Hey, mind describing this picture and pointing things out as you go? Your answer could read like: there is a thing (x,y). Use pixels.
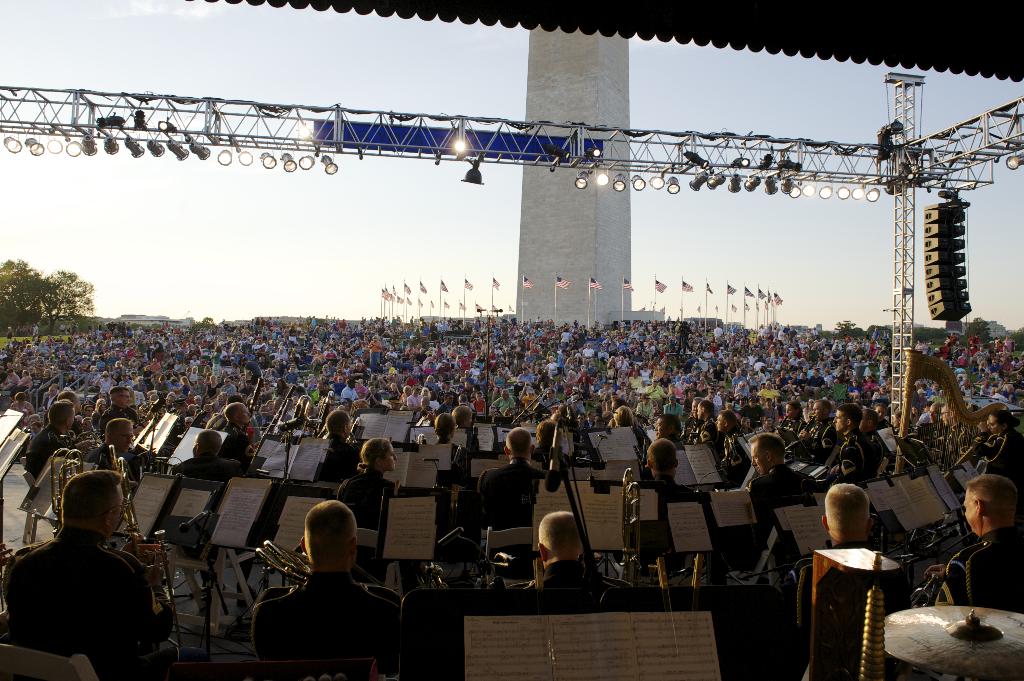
In the image there is a stage (923,160) in the front (949,198) with many lights (560,156) on it and in the ground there are many people (549,418) sitting in front of a book (242,506) which is on stand (268,528) playing musical instruments (629,539) and in the back (235,365) there are many people (481,368) sitting and looking at the performance on the stage (582,19), in the back (575,47) there is a pillar (570,244) with flags (411,292) around it and above it sky (364,83), there is a tree (37,301) on the left side (34,305).
